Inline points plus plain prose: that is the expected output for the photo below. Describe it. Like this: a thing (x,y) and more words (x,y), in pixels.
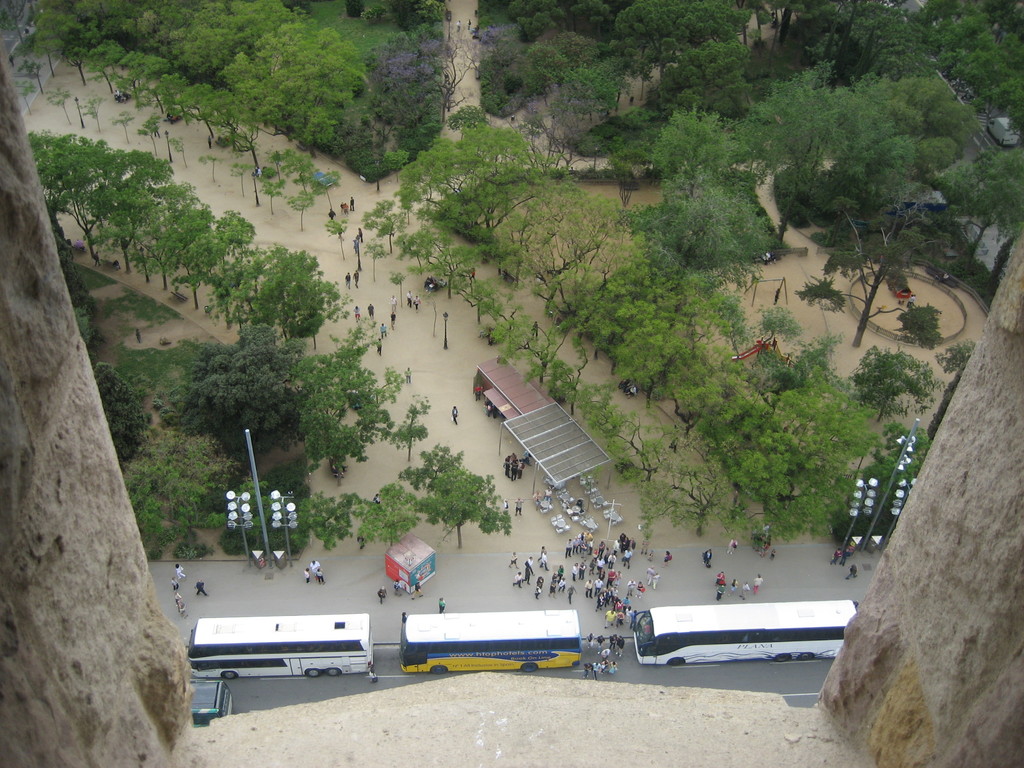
In this picture there is a top view of the three buses (313,646) are parked on the road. Beside there is a group of persons (600,579) standing at the bus stop (499,581). Behind there is a bus station shed (549,435) and many trees (479,185) in the background (792,107). On the right corner (826,294) there is a small playing ground (843,331).
